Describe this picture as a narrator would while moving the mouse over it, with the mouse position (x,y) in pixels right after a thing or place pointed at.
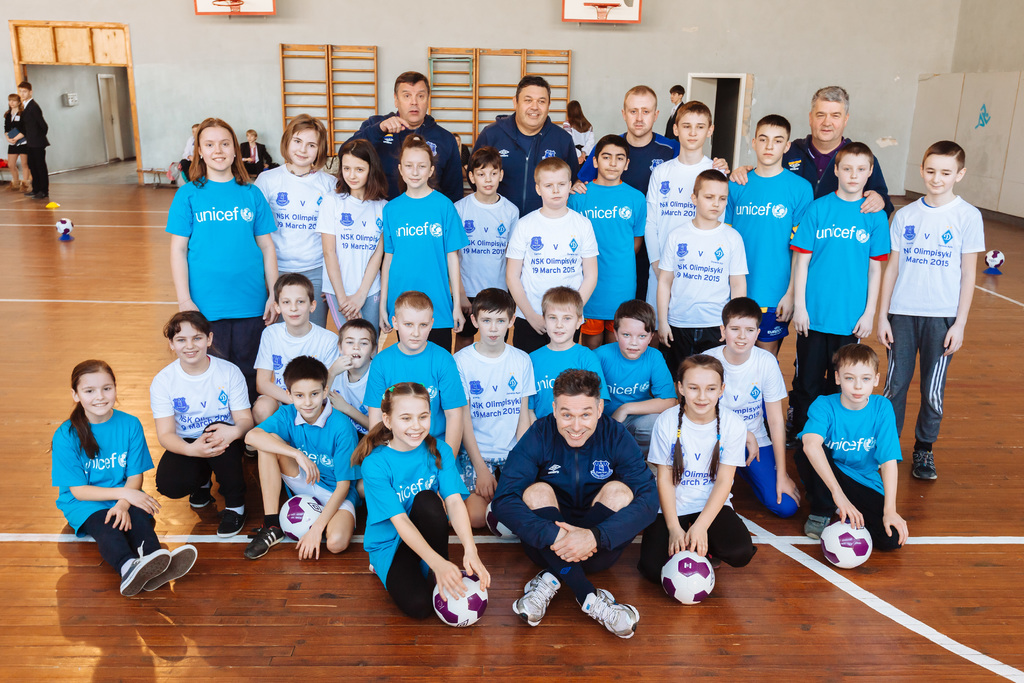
In this picture we can see a group of people (691,158) some of them are standing and few are sitting on the floor (828,611). We can find some footballs (684,562), and in the backdrop (745,92) we can find a door (720,110) onto the right and another door (70,48) on to the left (102,106).
